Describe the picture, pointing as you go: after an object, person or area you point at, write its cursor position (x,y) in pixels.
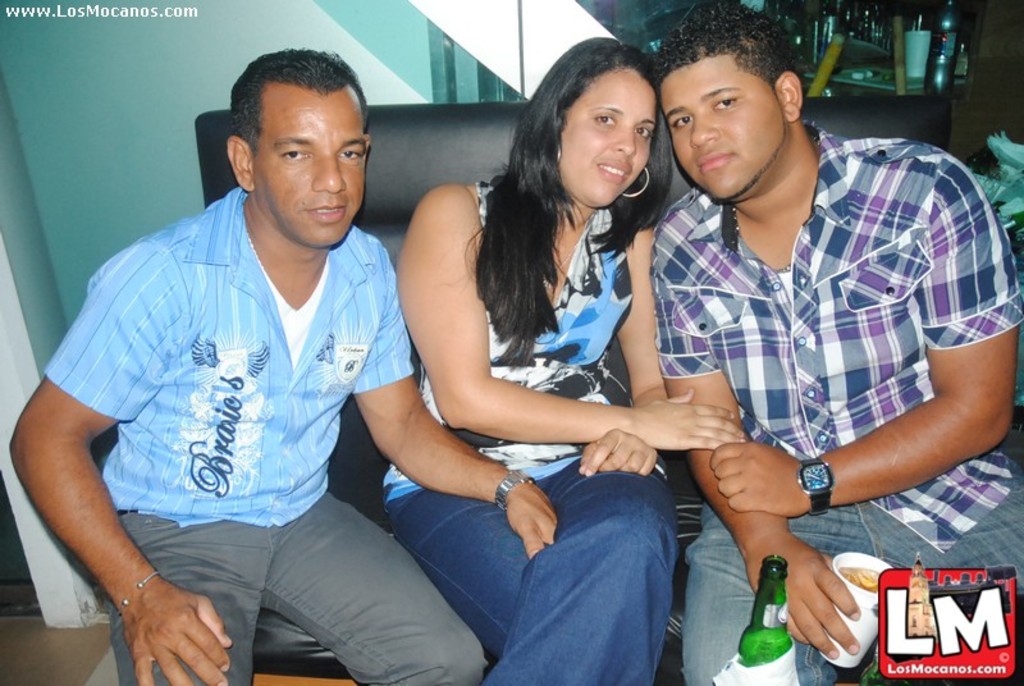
In this image we can see few persons (392,431) are sitting on a chair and a man (779,411) on the right side (908,311) is holding a cup (857,560) in his hand (846,604) and at the bottom (773,635) there is a bottle (774,620). In the background (661,15) there are objects (831,28) on a platform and wall (73,603). At the top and bottom we can see texts (884,644) written on the image.
